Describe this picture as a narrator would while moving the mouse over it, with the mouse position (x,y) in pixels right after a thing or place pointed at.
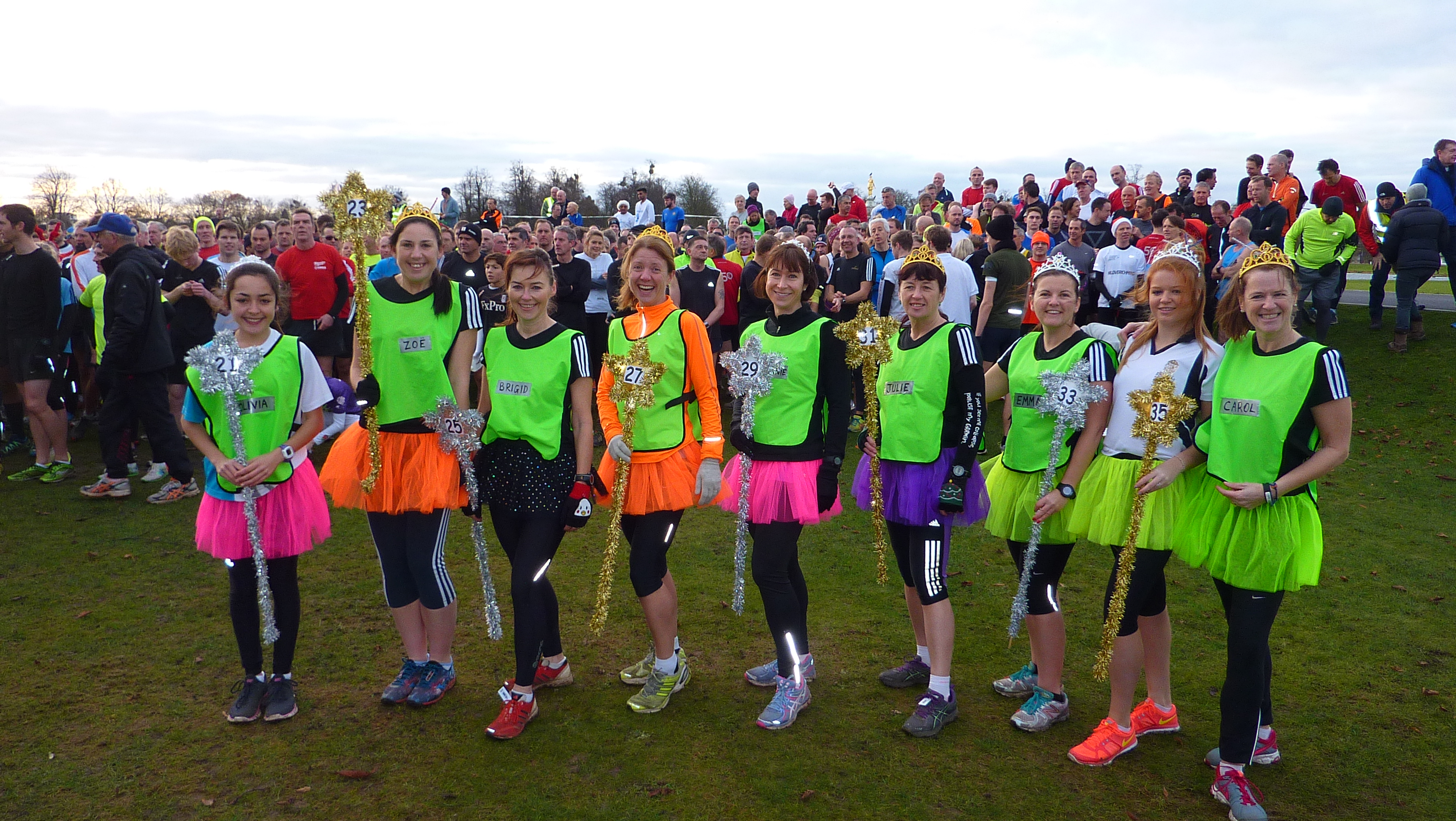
In this picture we can see group of people (893,368), they are standing on the grass (1327,581), few people (1176,287) wearing crowns (1253,255) and few people (1020,533) holding few things (620,493), in the background (478,219) we can see few trees (697,199) and clouds (930,143).
